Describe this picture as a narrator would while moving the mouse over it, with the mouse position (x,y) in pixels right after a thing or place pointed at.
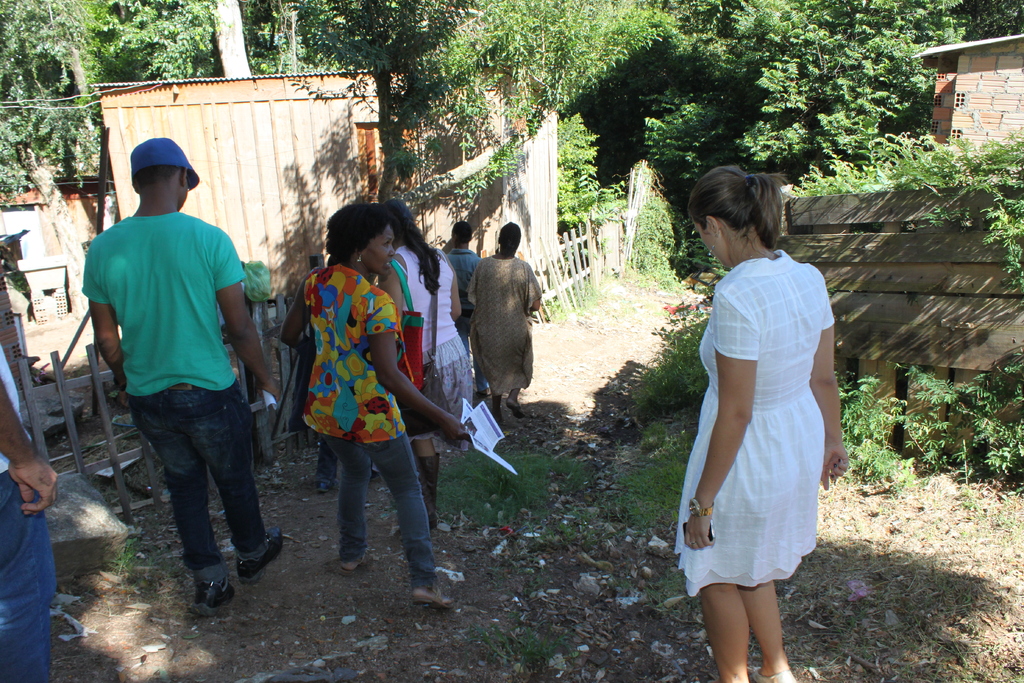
On the right side (819,488) a woman (827,466) is standing, she wore a white color dress (804,480), on the left side (313,371) few persons (388,462) are walking, there are trees (545,50) in this image. On the right side (944,102) there is a brick wall (949,103).
